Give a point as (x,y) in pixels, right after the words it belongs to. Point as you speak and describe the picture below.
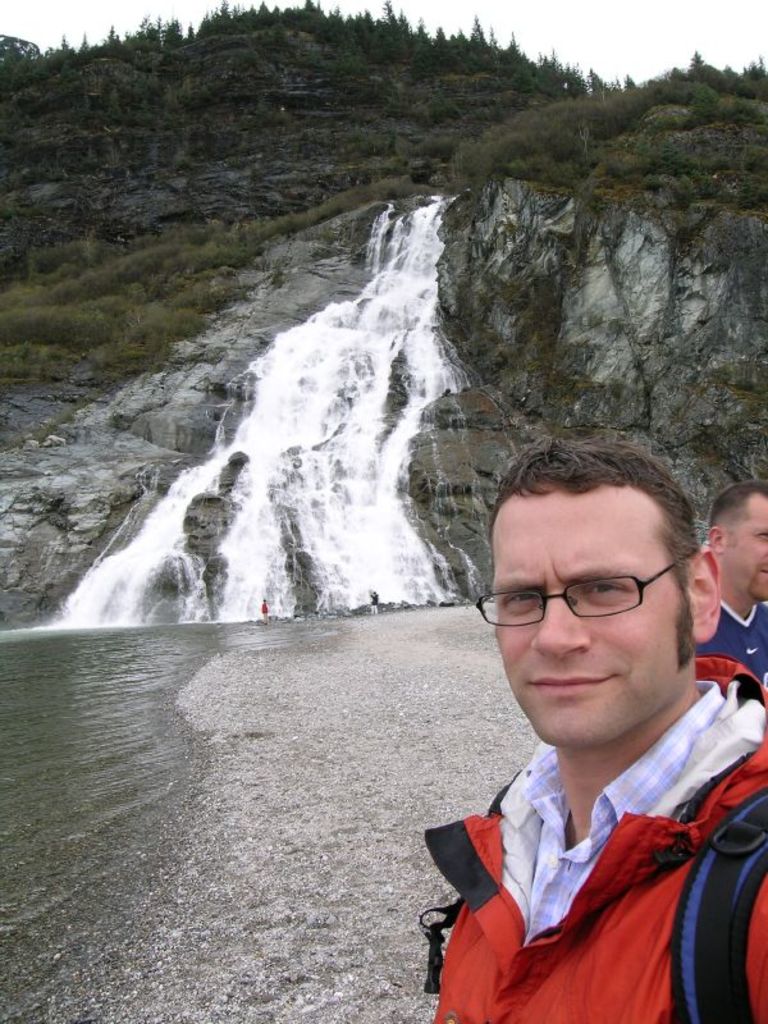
In this image we can see two persons (654,823) standing, and behind them, we can see a waterfall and sky (653,33).
